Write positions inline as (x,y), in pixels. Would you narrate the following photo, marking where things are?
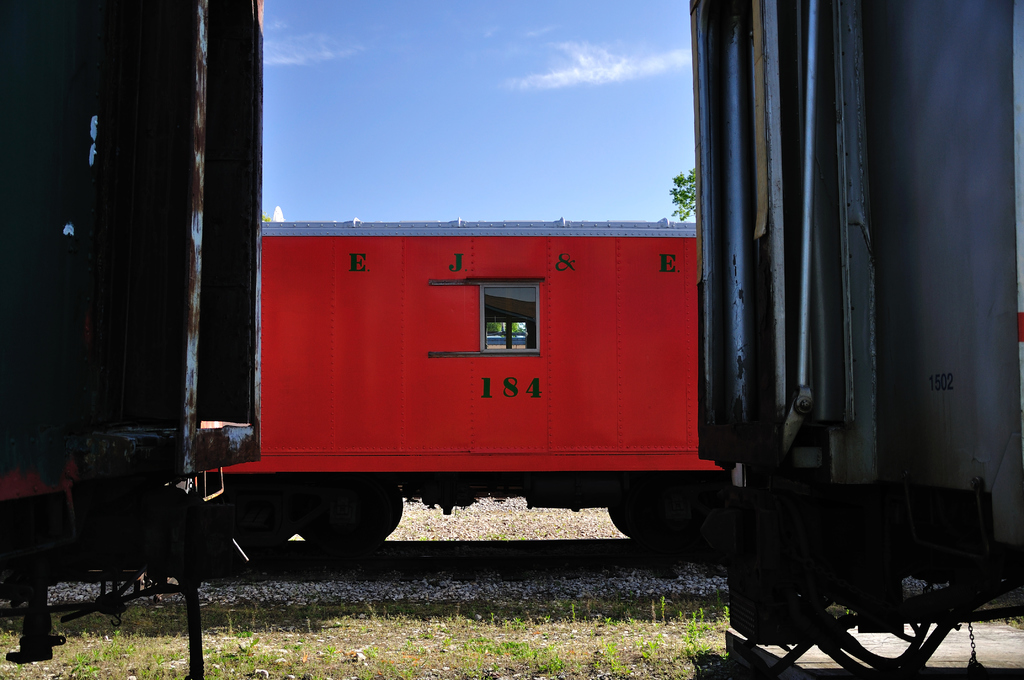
In this image we can see the trains (425,493) on the railway track (549,579) and there are some plants (119,638) and grass (711,653) on the ground (595,657). We can see a tree (685,197) and the sky (354,20) at the top (404,7).
